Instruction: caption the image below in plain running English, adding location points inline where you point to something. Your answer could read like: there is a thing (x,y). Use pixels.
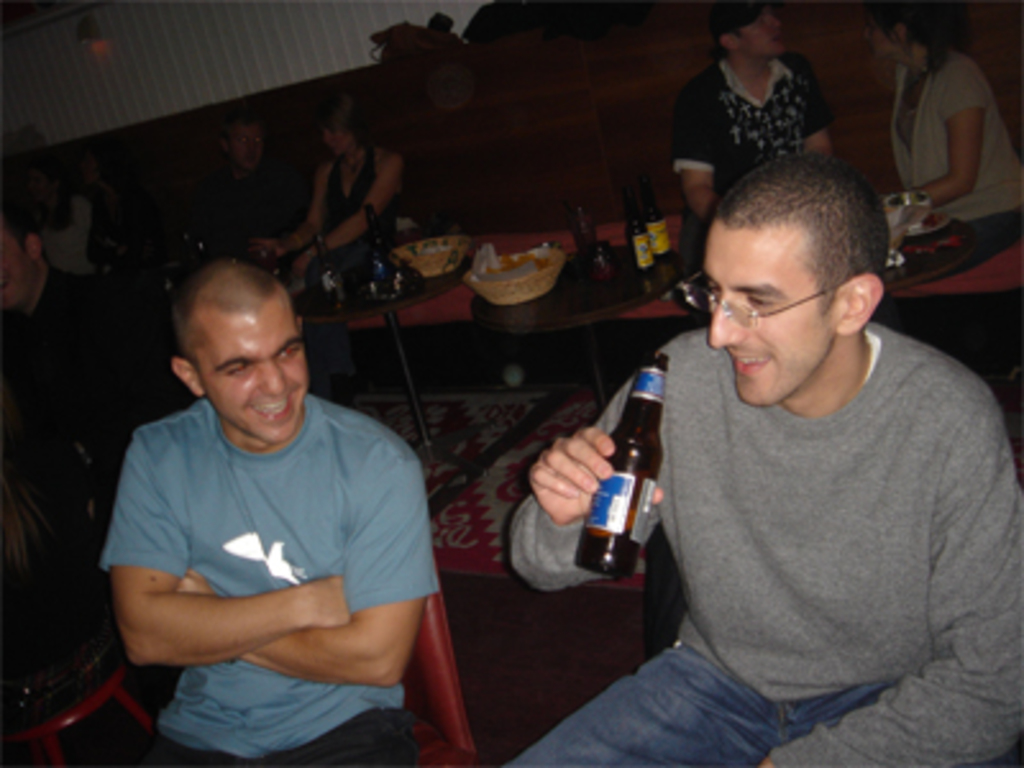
In this image I can see two people (425,546) are smiling. Among them one person (672,368) is holding the bottle (614,490). In the background (271,192) there are group of people (282,181) sitting in-front of the table (620,302). On the table (428,281) there are some bottles (640,244) and the bowls (549,268).
